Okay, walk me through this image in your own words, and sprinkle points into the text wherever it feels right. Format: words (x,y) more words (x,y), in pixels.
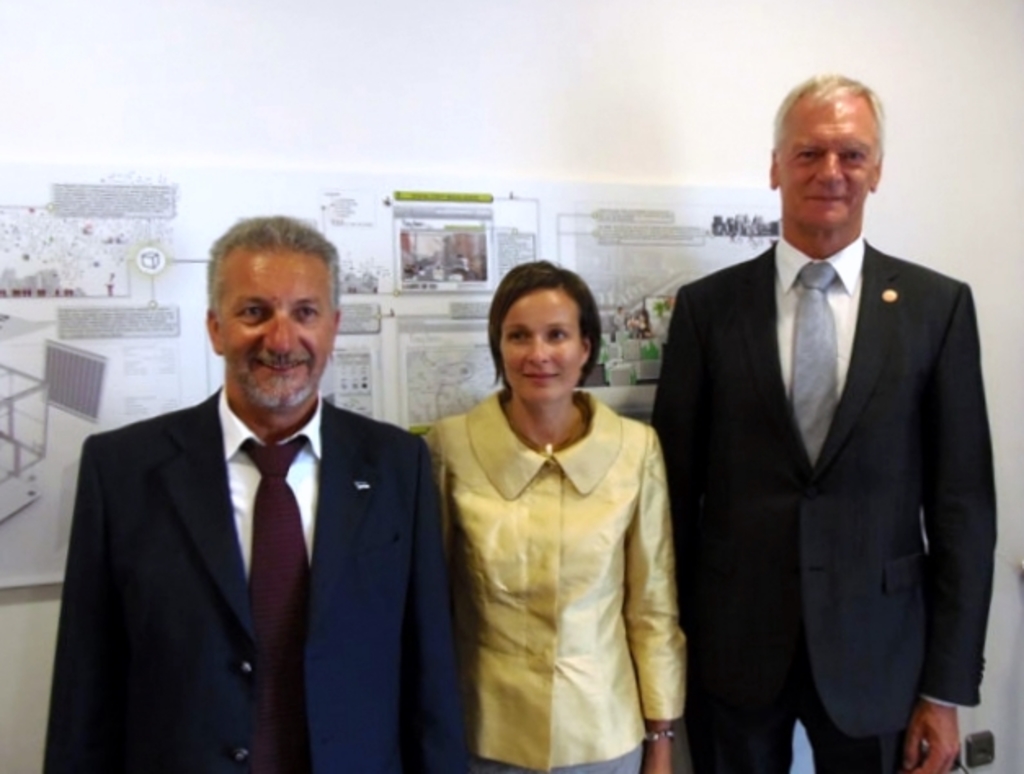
In this picture I can see three people (534,398) with a smile standing on the surface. I can see charts (416,196) on the wall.
